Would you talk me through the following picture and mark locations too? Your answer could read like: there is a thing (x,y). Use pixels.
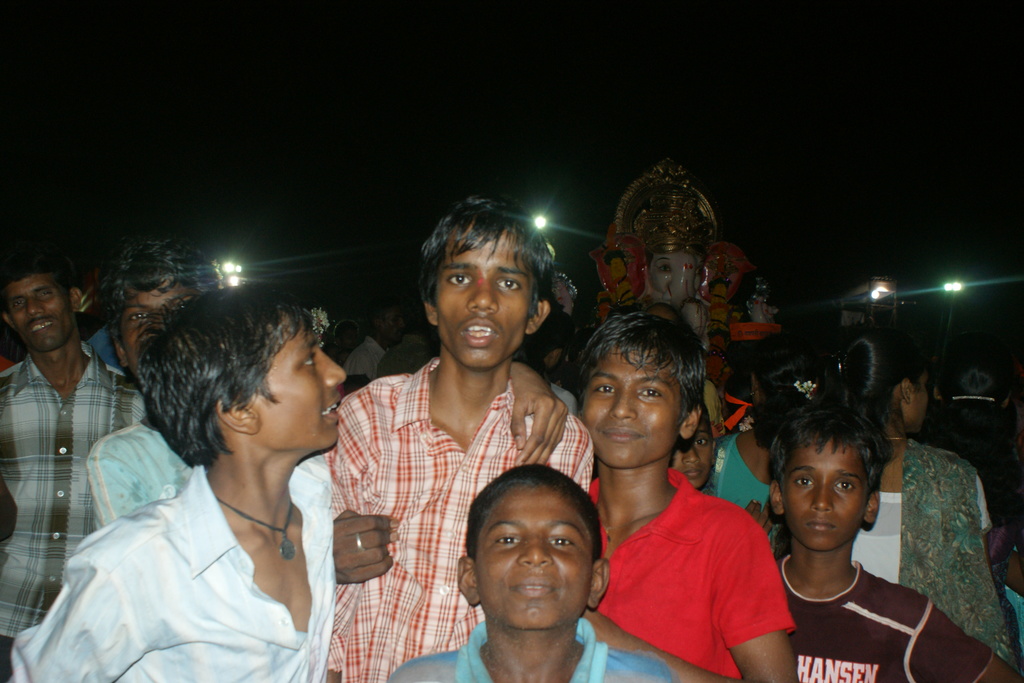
In this picture we can see a group of people (388,584), statue (694,258), lights (236,266) and in the background (504,140) it is dark.
